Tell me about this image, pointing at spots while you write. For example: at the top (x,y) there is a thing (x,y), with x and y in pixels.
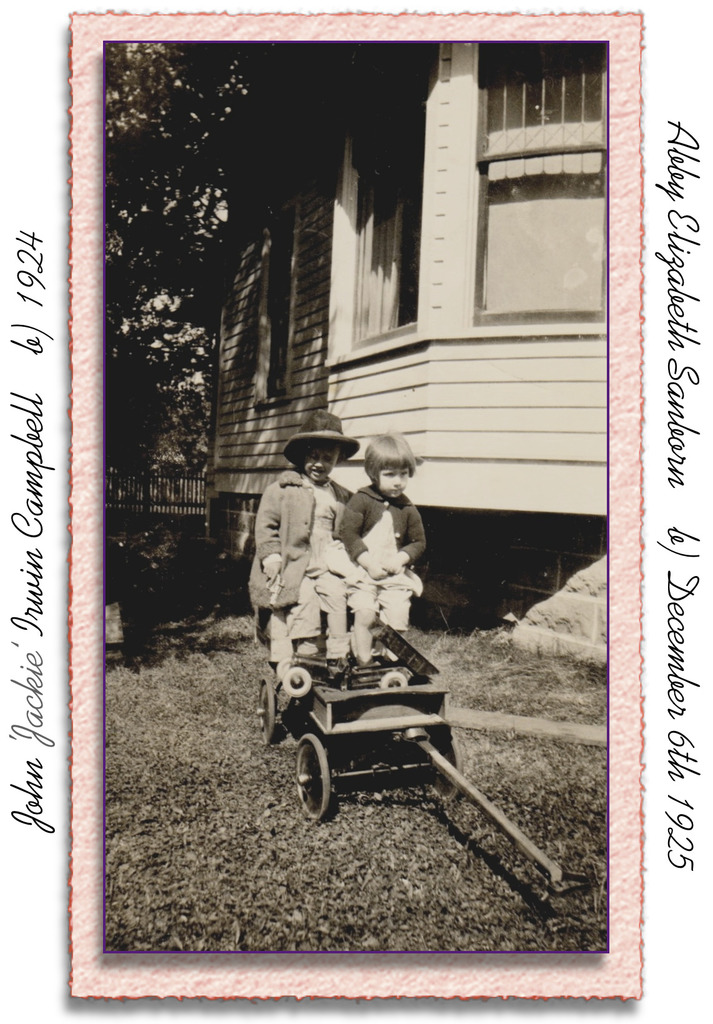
In this image there is a poster (330,576). In that poster (330,576) there are two persons (345,655) sitting on the cart (316,796). And there is a building (369,400), Trees (125,225), and a fence (189,492).
